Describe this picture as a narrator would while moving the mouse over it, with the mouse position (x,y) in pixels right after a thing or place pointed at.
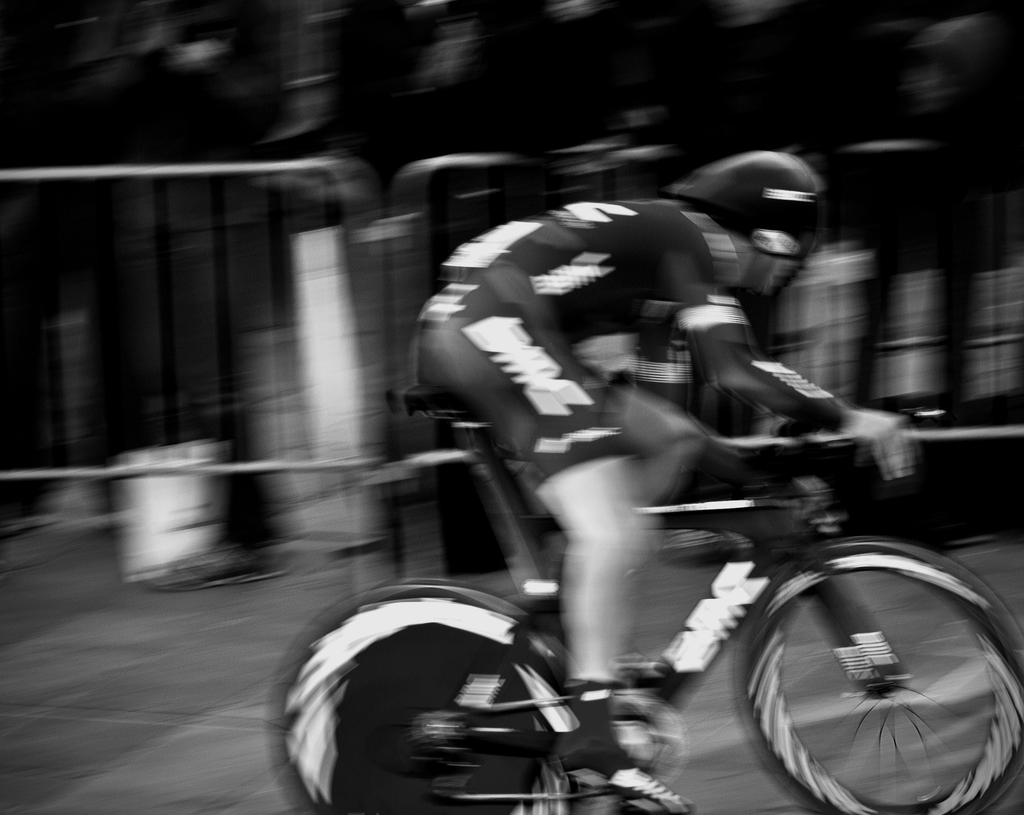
Here we can see a person (540,446) riding the bicycle (479,459) behind him there are railing (420,168) and group of people (414,128) standing.
